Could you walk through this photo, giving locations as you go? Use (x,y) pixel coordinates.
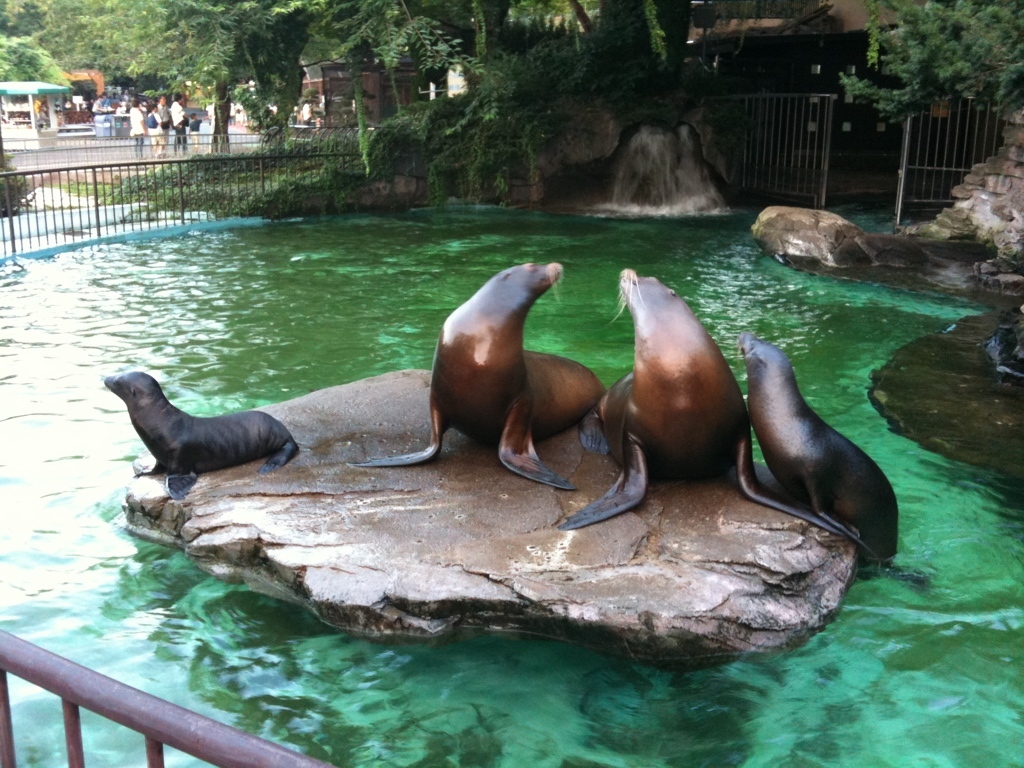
In this image, we can see some water (333,706). We can also see some animals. We can see some rocks (312,569) in the water (868,223). There are a few trees (640,8). We can see the fence (157,162). There are a few people (152,143). We can also see a tent (36,135) and some houses (317,90). We can see the ground (54,155) and some plants (150,197).
